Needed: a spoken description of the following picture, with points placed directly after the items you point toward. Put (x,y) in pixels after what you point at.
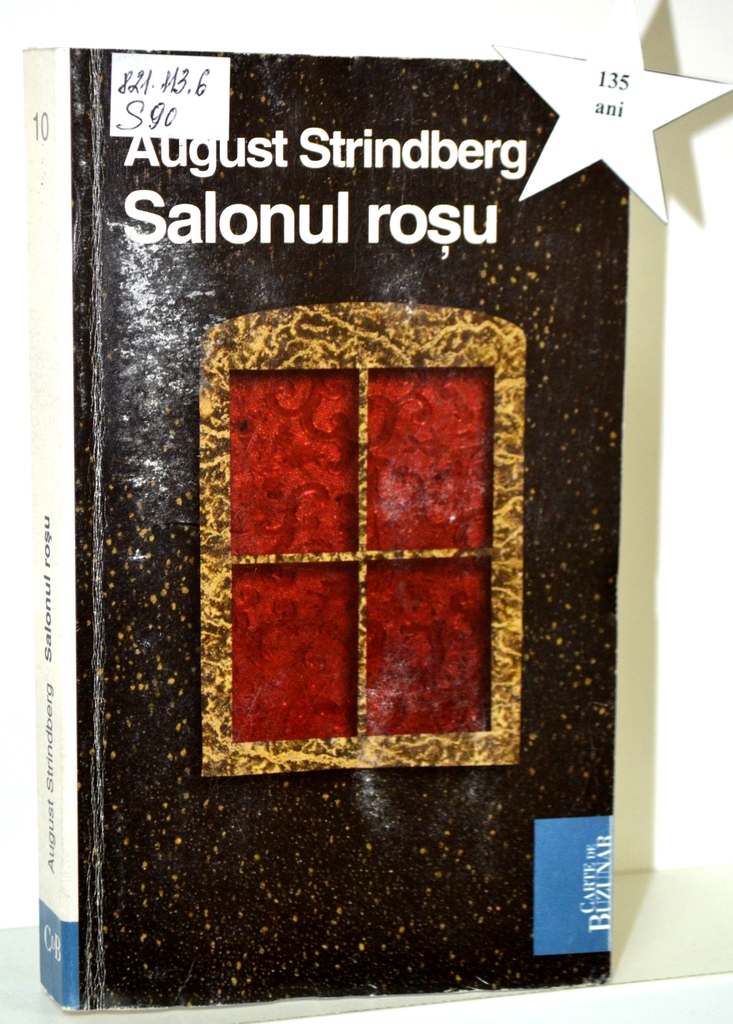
In the picture we can see a book (383,989), on it we can see a name August Strind berg salon or Roseau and on it we can see a window kind of painting (424,636).
